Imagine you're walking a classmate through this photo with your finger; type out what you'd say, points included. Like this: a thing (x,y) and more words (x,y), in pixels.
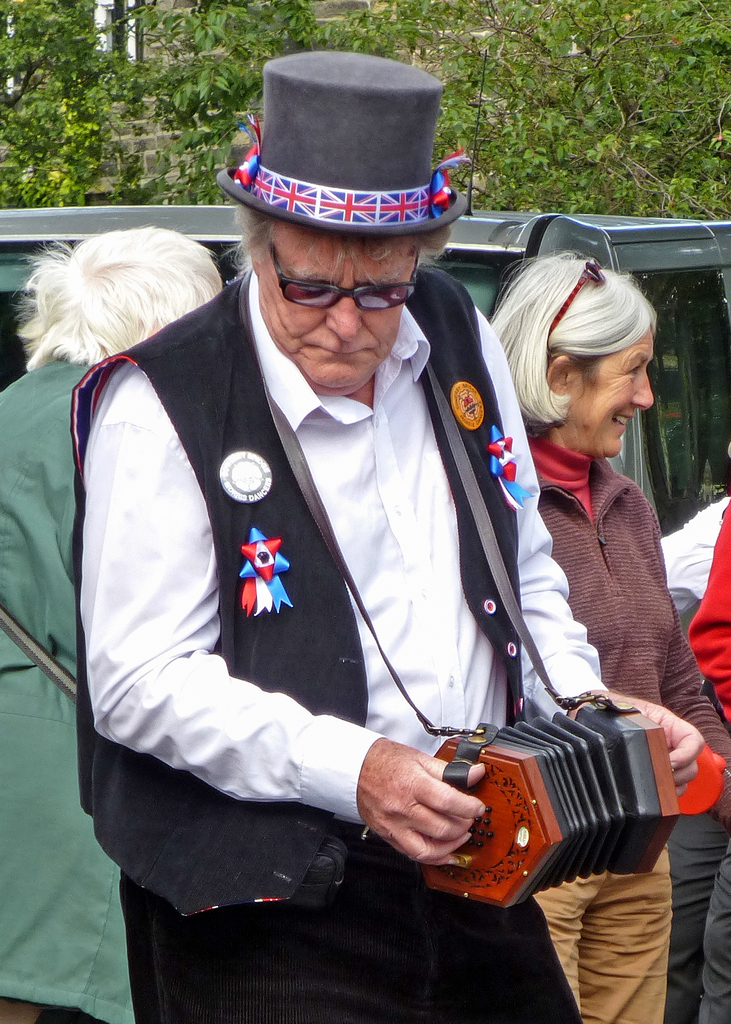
In this image there are group of persons (351,573) standing. In the front (383,657) there is a man (376,692) standing and holding an object (568,831) in his hand (380,756) which is red and black in colour, wearing a grey colour hat (337,175). In the background (696,314) there is a vehicle (654,277) and there are trees (573,120) and there is a woman (584,515) standing and smiling.
